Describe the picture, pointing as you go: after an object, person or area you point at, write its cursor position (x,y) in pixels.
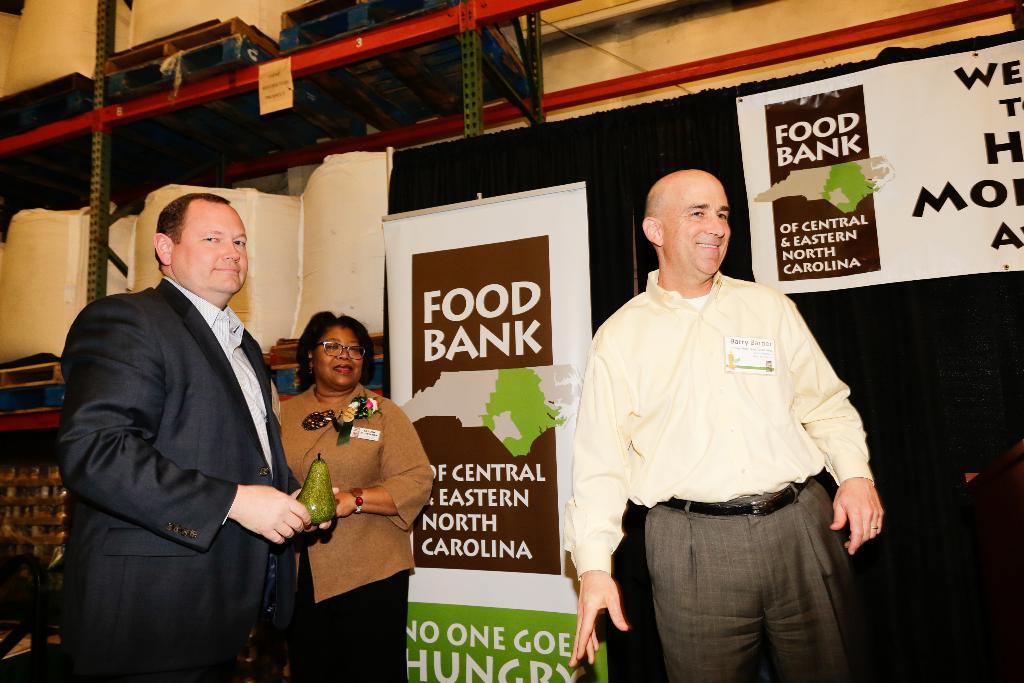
In the picture we can see two men (717,599) are standing, and they are smiling, one man (749,608) is in shirt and trouser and one man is in blazer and shirt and beside him we can see a woman (378,609) standing near the wall (902,589) and in the wall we can see a banner (889,184) with an advertisement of a food bank and top of it we can see a rack (513,11) with some boxes (395,9) on it.
